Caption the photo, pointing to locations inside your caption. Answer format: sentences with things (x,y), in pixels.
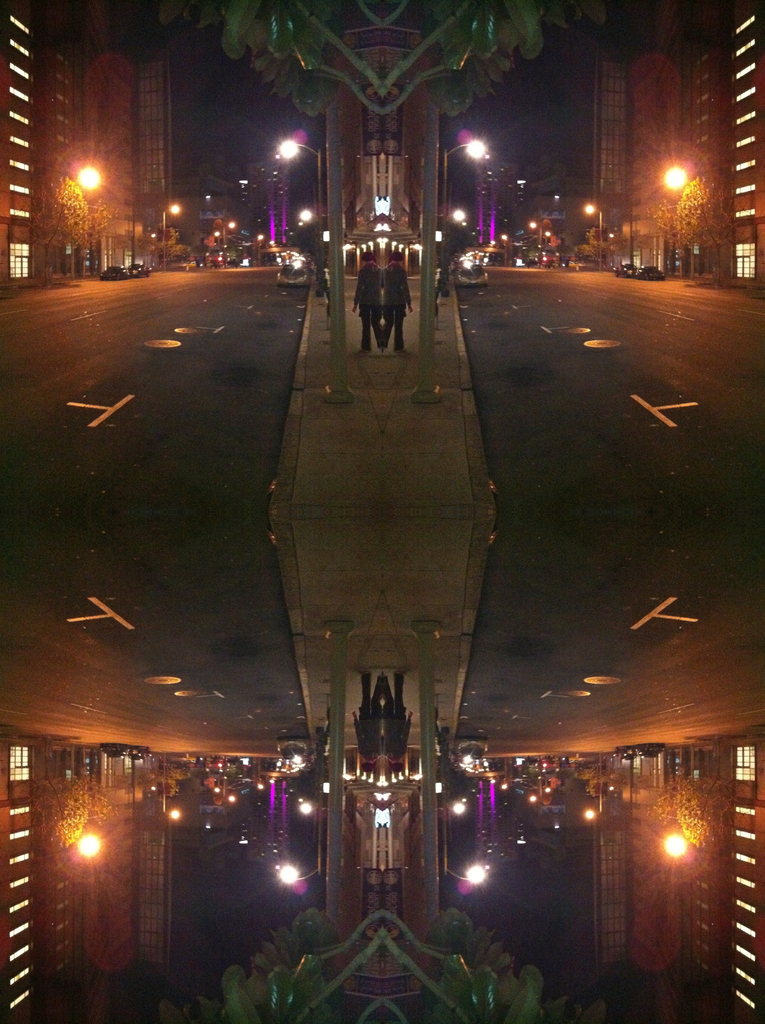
Here we can see an edited image which is a mirror reflection. Here we can see lights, poles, persons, road (495,367), and buildings (377,256). There are trees (454,66).
